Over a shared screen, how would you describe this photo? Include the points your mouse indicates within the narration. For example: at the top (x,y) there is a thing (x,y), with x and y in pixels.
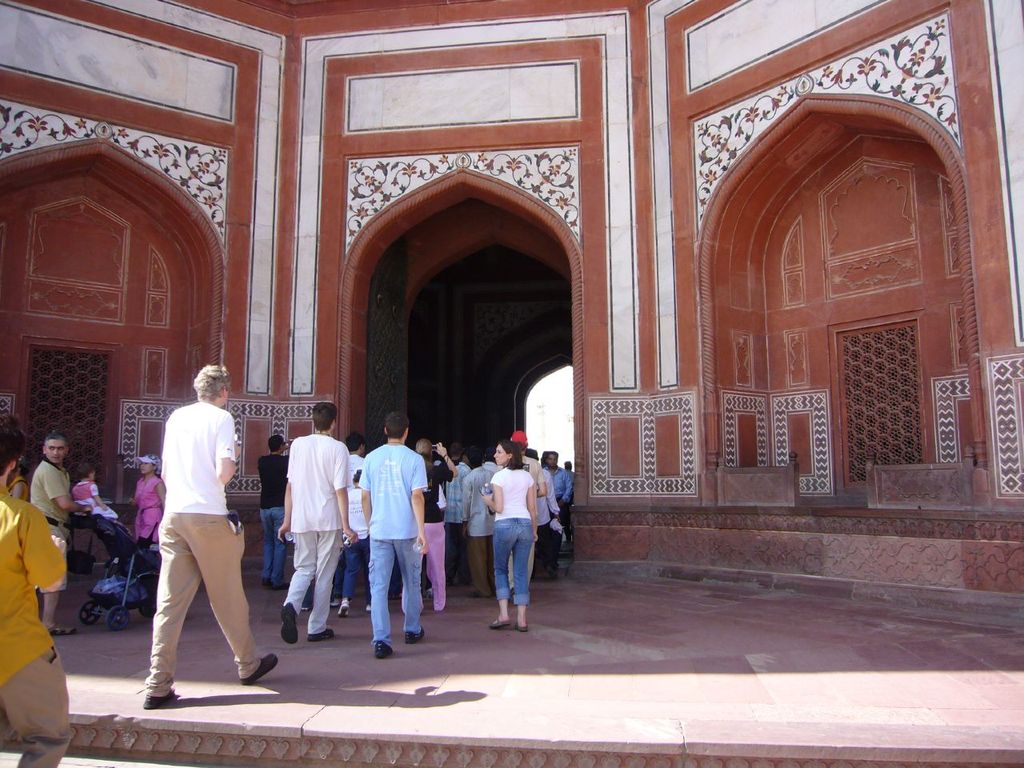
In the foreground of the picture (284,474) there are people (270,534) walking and there is floor (671,659). In the center of the picture (579,378) it is a monument (558,138) with red and white walls (441,219).
